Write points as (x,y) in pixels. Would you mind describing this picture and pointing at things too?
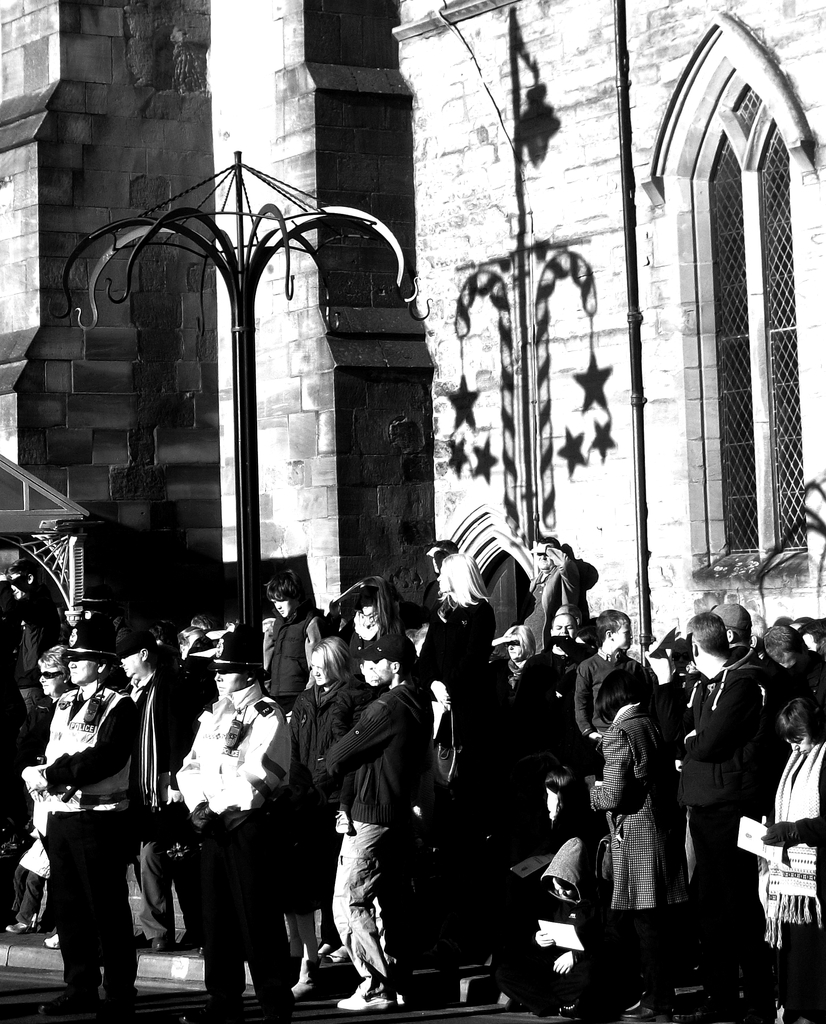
In this picture we can see a few people (426,607) and a stand (125,296) on the path (13,950). There is a building (365,544) and a window (734,378) on the right side (660,550).
